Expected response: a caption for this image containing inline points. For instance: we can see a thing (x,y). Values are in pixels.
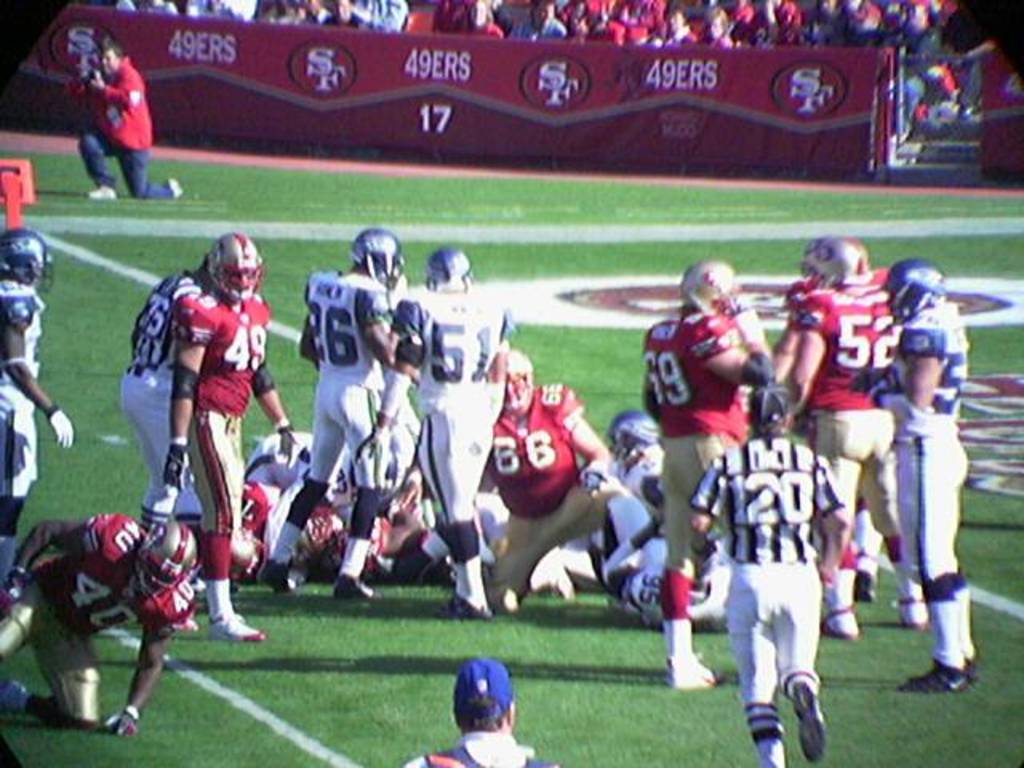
In this image we can see people (339,425) standing and sitting on the ground (646,650). In the background (536,102) there are advertisement boards (616,108) and spectators (728,43).
